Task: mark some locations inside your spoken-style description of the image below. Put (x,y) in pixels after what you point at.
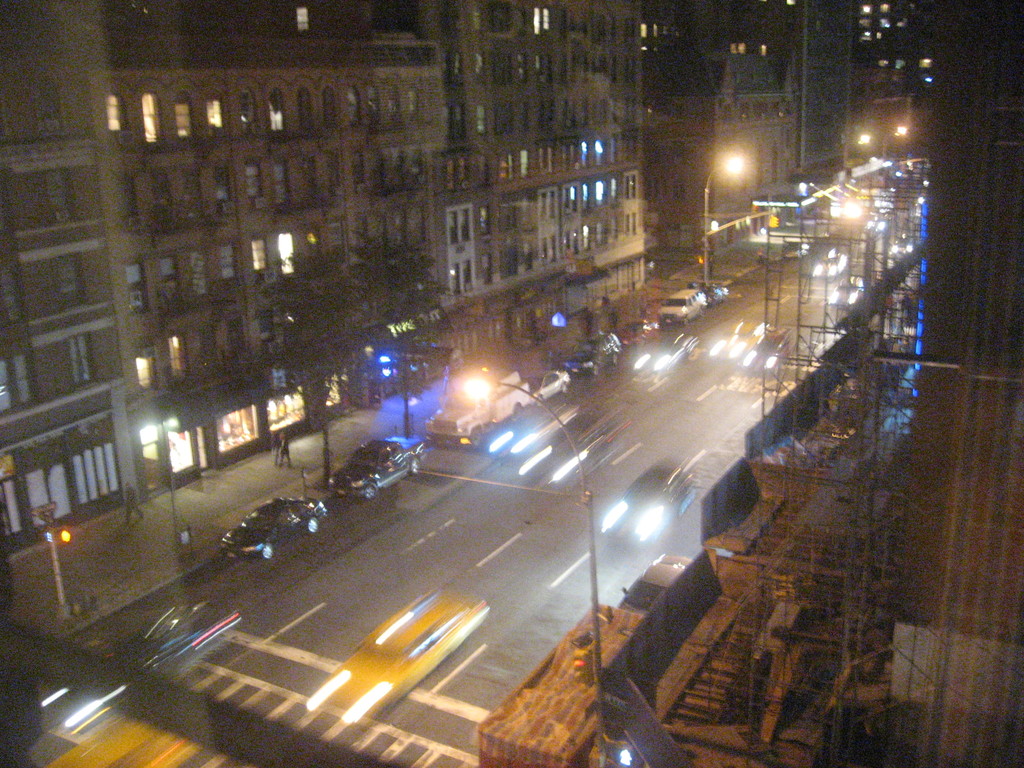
In the image in the center (636,482) we can see few vehicles (515,397) on the road (572,387). And few people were walking on the road (572,386). In the background (209,146) we can see buildings (167,246), windows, poles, trees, sign boards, lights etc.
